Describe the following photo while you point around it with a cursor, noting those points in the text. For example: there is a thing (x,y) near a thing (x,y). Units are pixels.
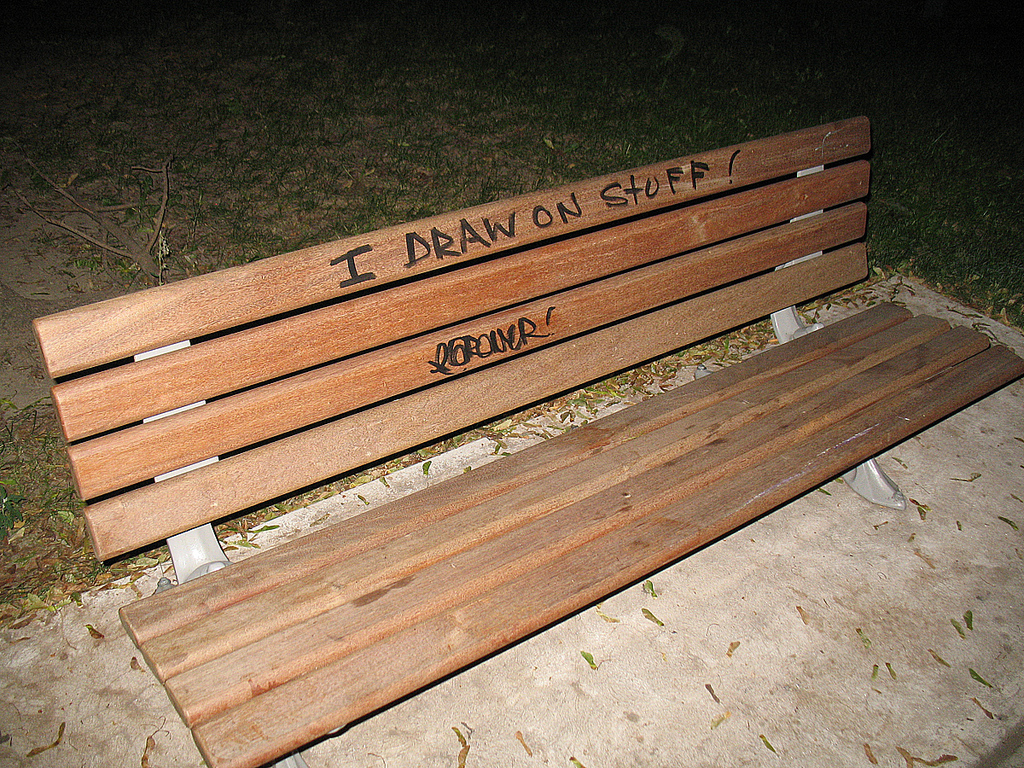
In this image I can see a bench (512,538). There is some text (488,339) written on the bench (549,276). And in the background (422,160) there is grass (363,135) on the ground (356,160).
